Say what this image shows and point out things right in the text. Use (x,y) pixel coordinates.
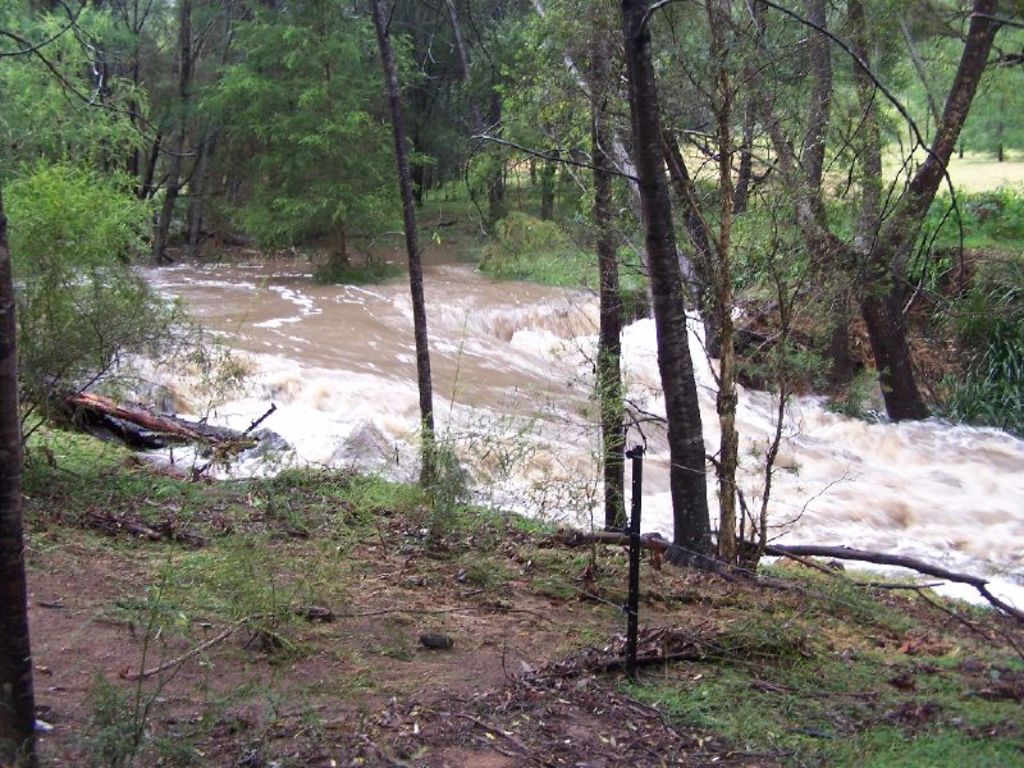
In this picture I can see the water (589,416) in the middle (604,421), there are trees (688,300) in this image.
